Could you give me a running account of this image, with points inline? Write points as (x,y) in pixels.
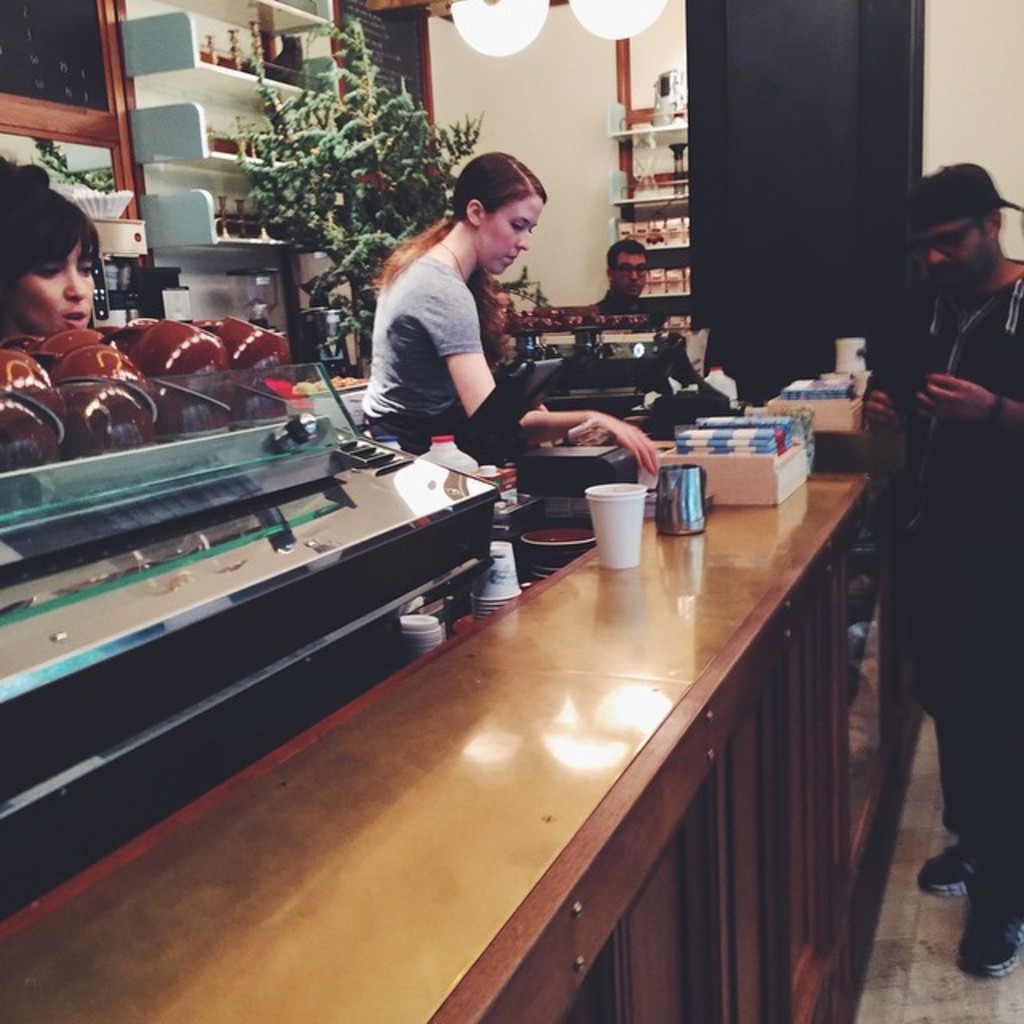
In this image there are four persons (646,443) standing. On the table (642,551) there is a cup (613,489) and some objects (615,452) placed. At the back side (367,213) there is a flower pot (283,211).
